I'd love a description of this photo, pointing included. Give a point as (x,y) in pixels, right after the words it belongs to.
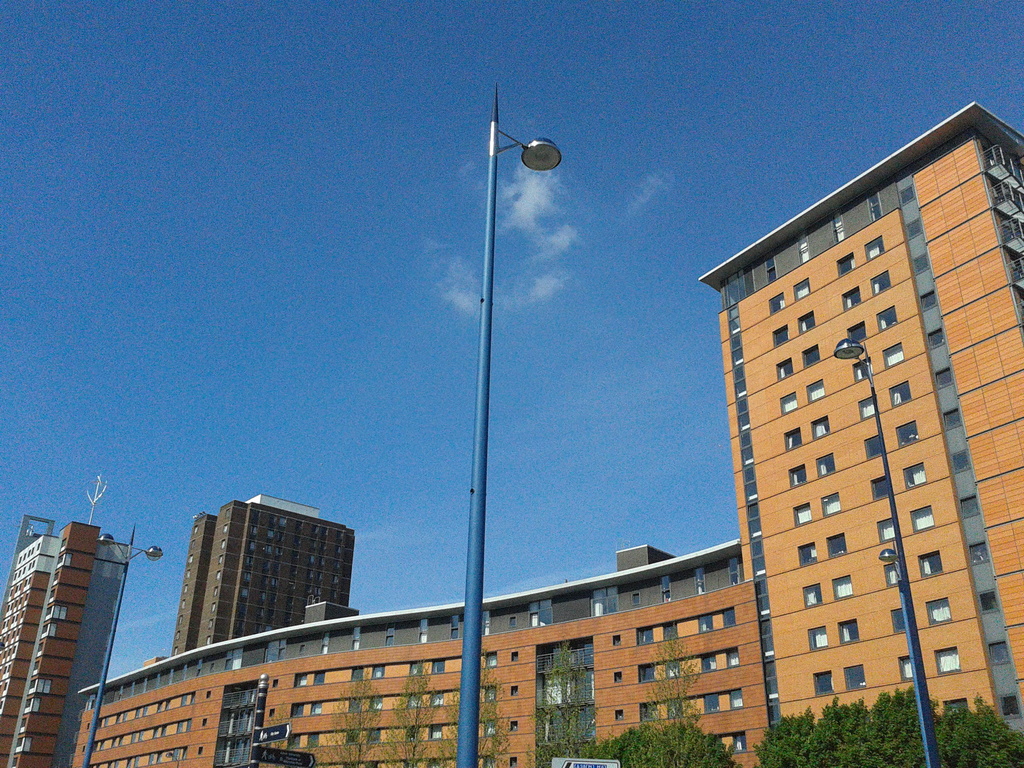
This is an outside view. At the bottom (420,643) I can see few poles (474,642), buildings (754,736) and trees (767,751). At the top of the image (224,200) I can see the sky (100,232).
